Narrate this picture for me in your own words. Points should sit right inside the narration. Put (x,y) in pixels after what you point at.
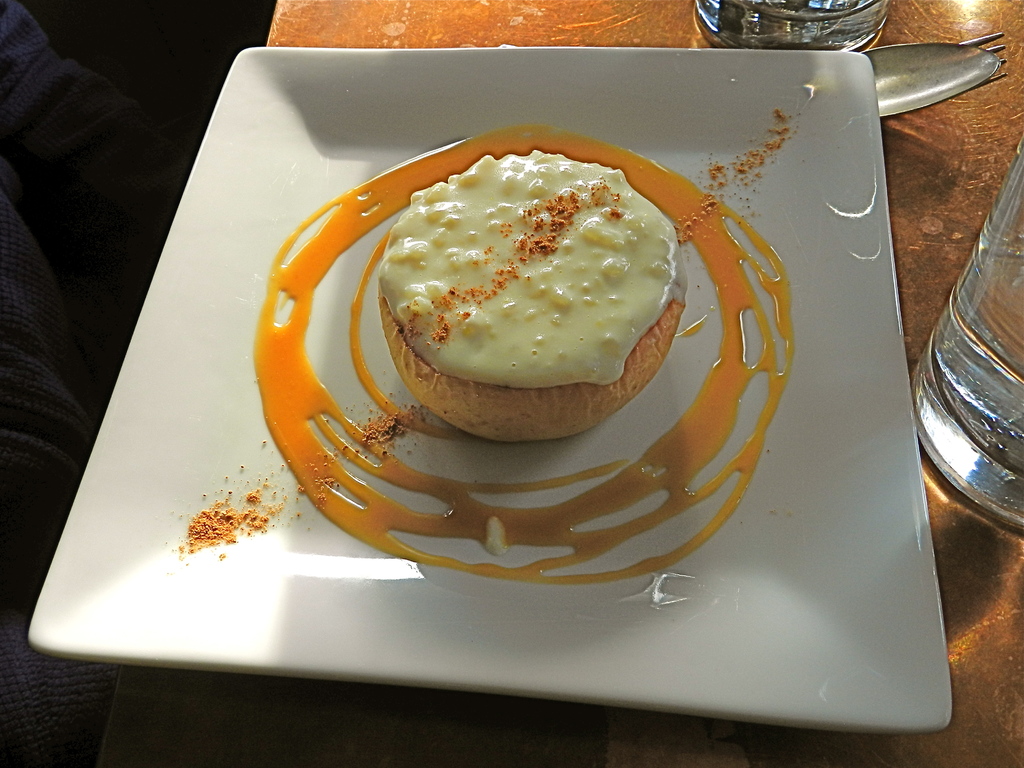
In this picture it looks like a dessert (665,218) with sauce dressing (762,410) around it kept on a white plate (141,401).
